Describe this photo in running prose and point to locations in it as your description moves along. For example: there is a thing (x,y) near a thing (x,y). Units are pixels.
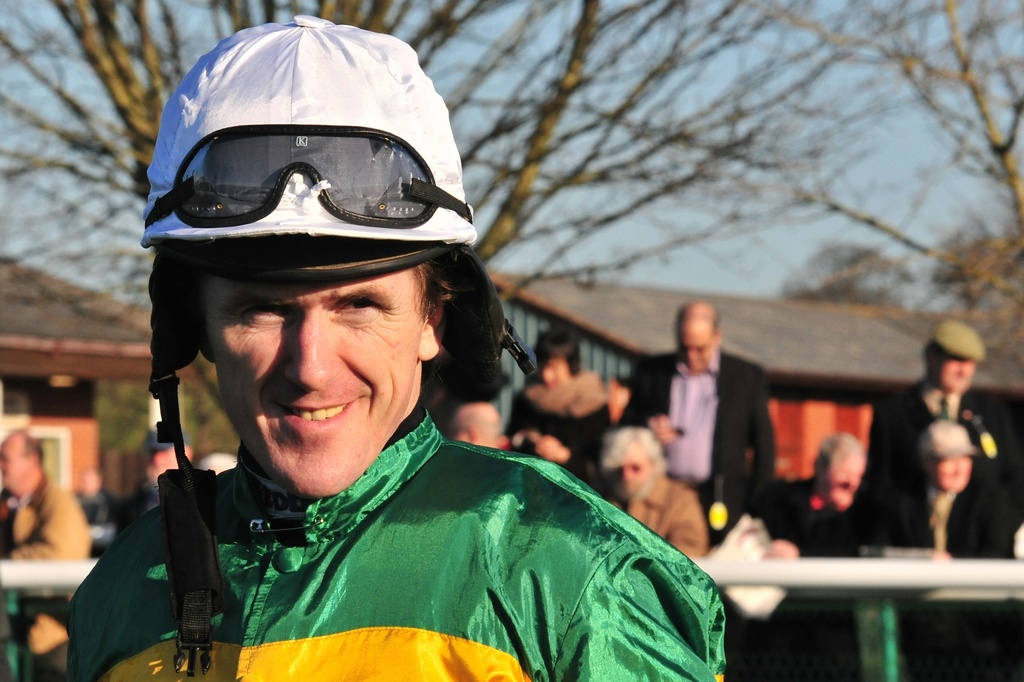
In this image we can see a person (262,377) wearing cap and behind there are some other people (40,642) in front of the railing (19,574), houses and trees (877,224).
